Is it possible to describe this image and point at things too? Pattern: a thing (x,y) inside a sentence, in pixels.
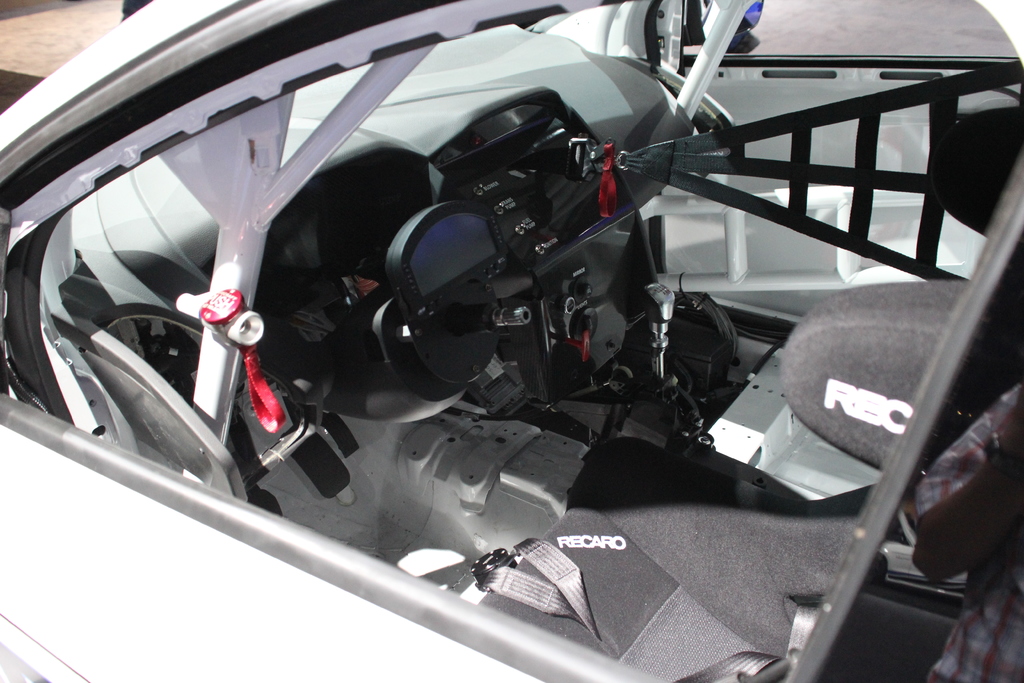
In this image I can see a inner part (579,316) of the car (621,451). I can see seats (761,584), seat belts (738,669) and few objects (471,231). The car (204,504) is in white color.
